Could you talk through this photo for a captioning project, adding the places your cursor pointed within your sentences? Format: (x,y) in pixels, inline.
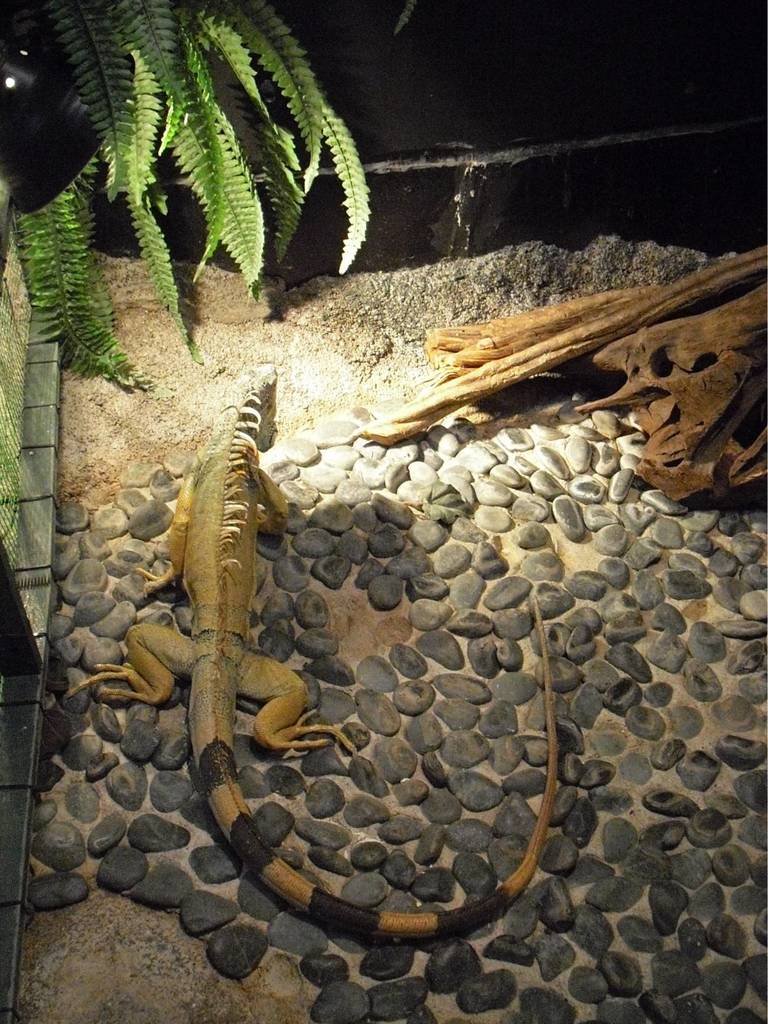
In this image I can see a reptile (225,621). Here I can see a plant (149,223) and some other objects (673,531) on the ground (564,483).
